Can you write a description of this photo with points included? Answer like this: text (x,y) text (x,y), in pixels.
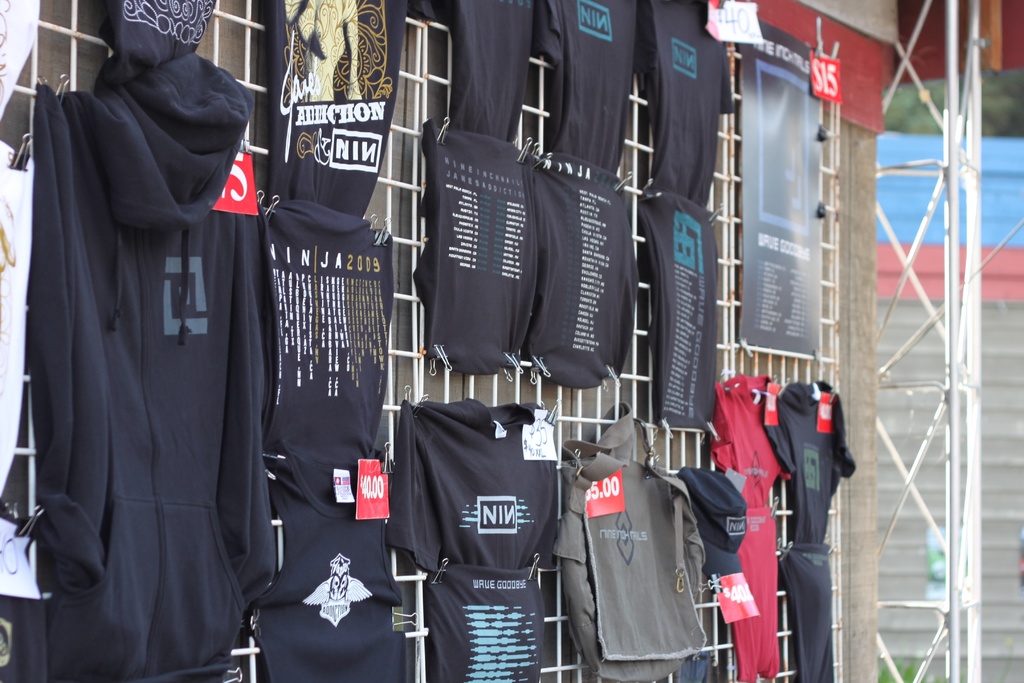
In this image there are a few clothes (467,348) are hanging on a metal structure (825,368), which is attached to the wall (861,94) of a building (847,669) with labels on it, besides that we can see the wall (930,335) of another building (983,474).
